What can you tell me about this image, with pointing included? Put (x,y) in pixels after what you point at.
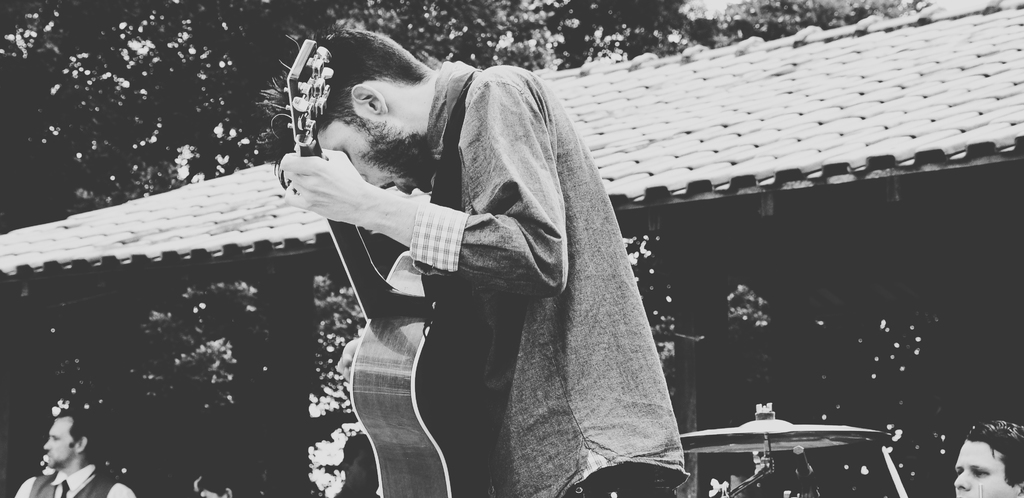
In this image i can see a man (400,79) standing. He is holding the guitar (395,393). At the back side (733,133) there is a house (685,87) and a tree (509,25).
